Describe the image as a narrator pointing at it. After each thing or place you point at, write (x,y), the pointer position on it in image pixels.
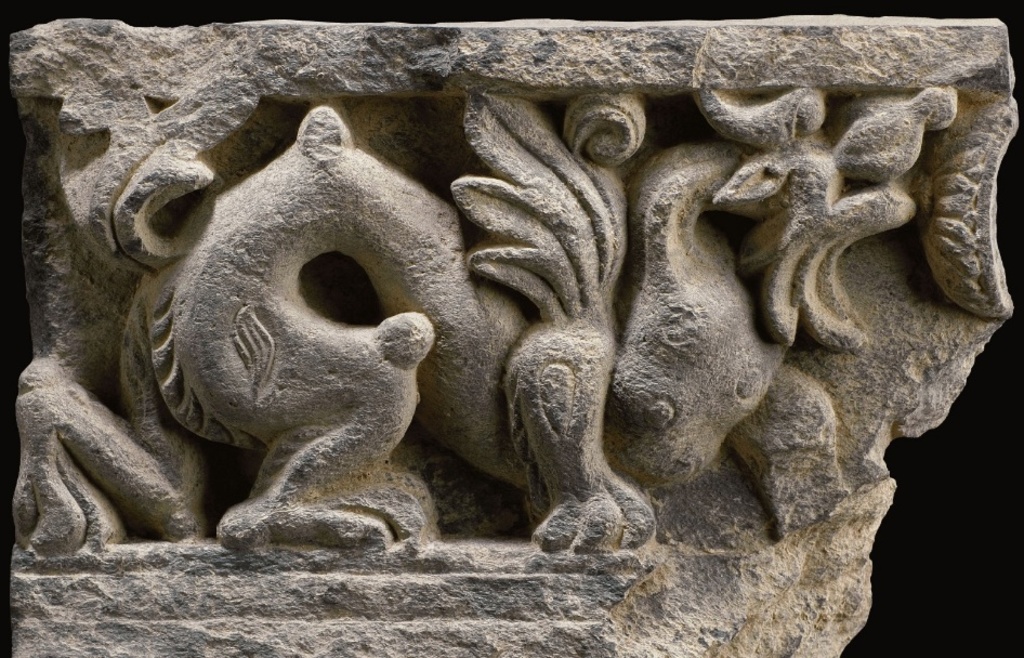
In this image we can see a sculpture (572,401) on the rock (719,492).
